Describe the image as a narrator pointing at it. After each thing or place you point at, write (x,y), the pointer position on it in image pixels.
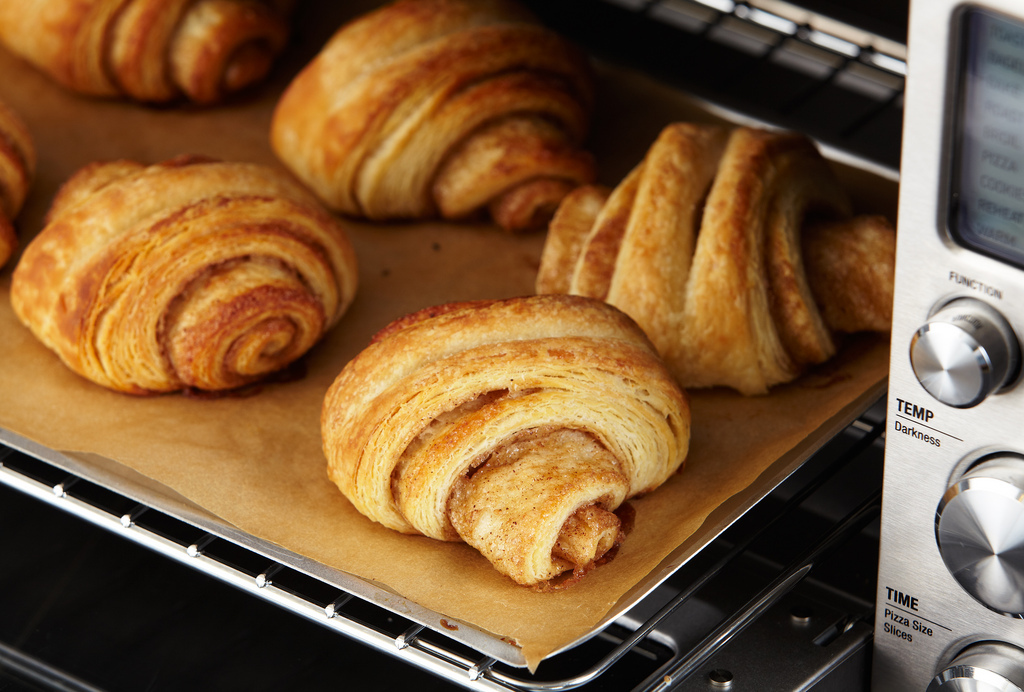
In this picture, we see the baked food (535,205) which is placed on the tray (459,558). On the right side (893,384), we see the toaster oven (998,462).
